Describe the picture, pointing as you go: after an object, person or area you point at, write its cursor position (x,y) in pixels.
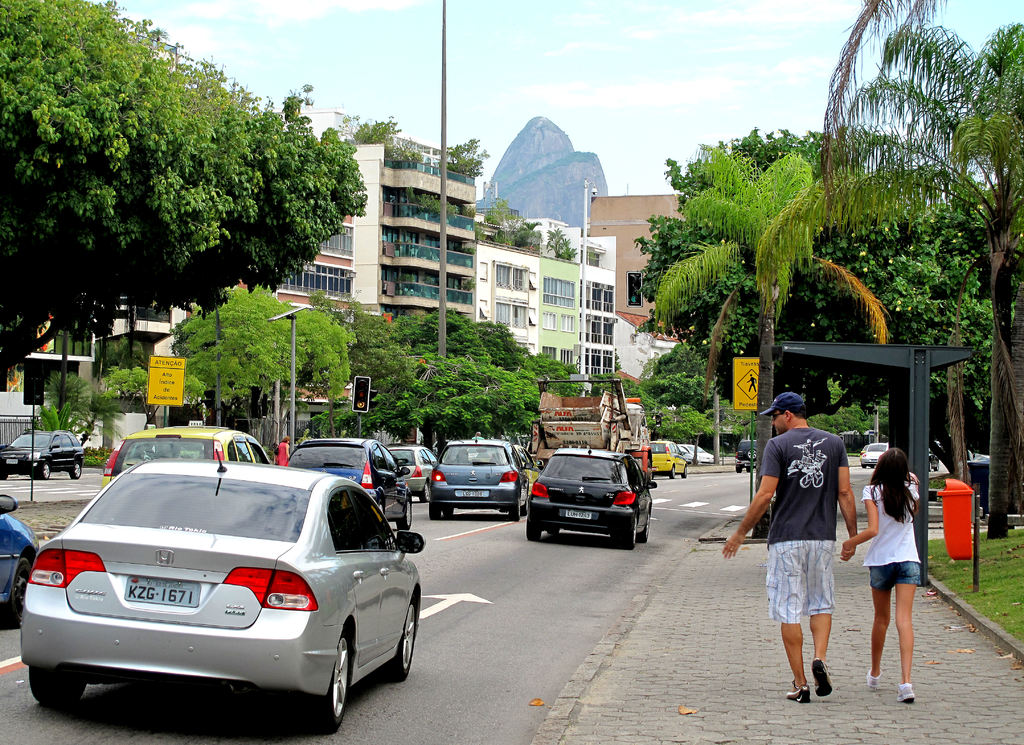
In this picture we can see few vehicles (556,403) on the road (500,617), and few people (809,585) are walking on the pathway (641,639), in the background (476,375) we can find few poles (440,285), sign boards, trees (681,321) and buildings (437,268).
